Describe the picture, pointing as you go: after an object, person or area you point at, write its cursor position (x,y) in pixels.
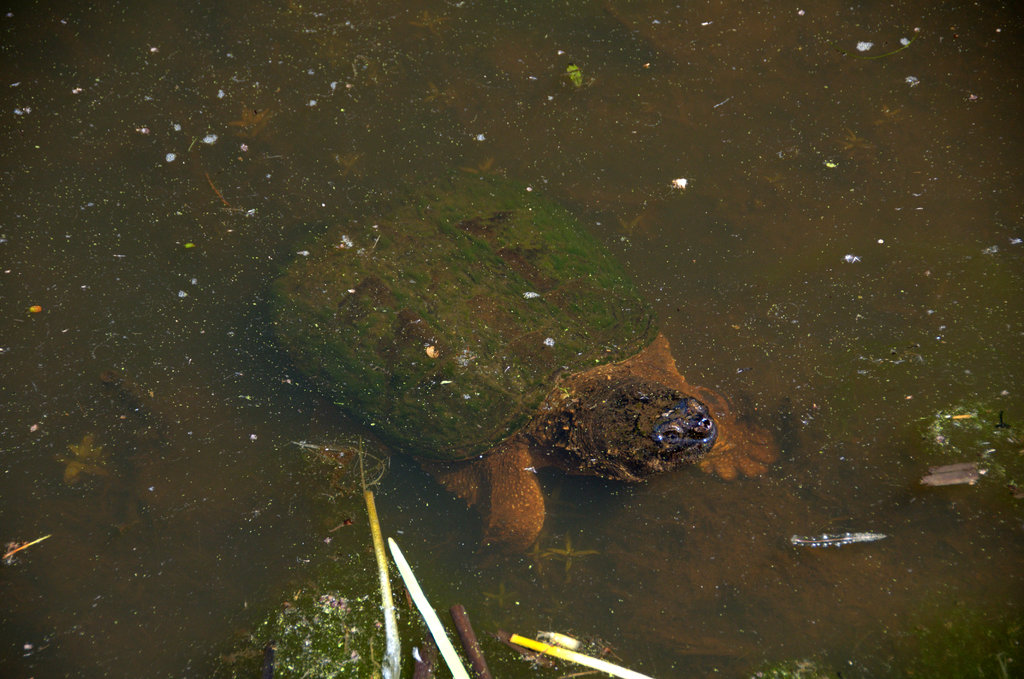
This image consists of tortoise (513,434) in the water (543,478). There is water (506,37) all over the image and there are small plants (344,629) in the water (163,447). The water (295,405) looks dirty.
